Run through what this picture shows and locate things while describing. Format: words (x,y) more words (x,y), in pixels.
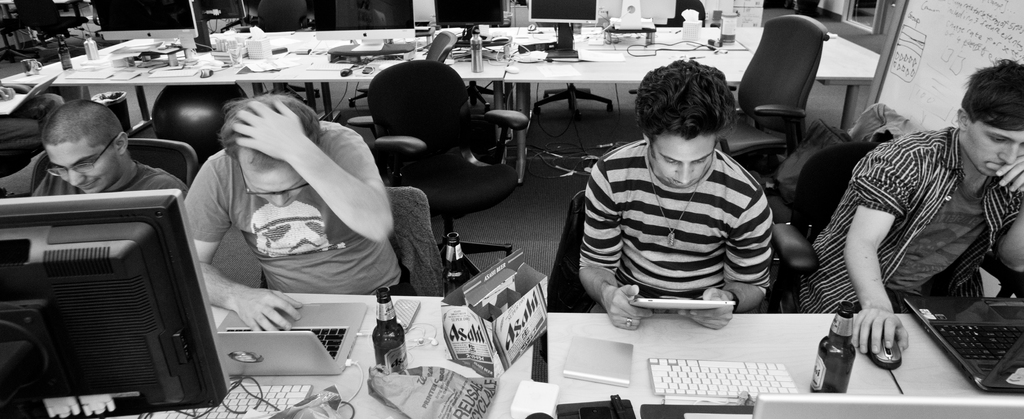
In this image we can see a few people (189,198), two of them working on laptops (310,340), a person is holding an electronic gadget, in front of them there is a table (802,352), on the table (786,351), there are laptops (1013,370), keyboards (763,374), mouse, bottle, box (454,325), there is another table (495,74), on that we can see bottles (478,42), and some other objects (692,32), there are chairs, dustbin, a board (943,50) with some text (966,59) on it, also we can see the wall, and windows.
